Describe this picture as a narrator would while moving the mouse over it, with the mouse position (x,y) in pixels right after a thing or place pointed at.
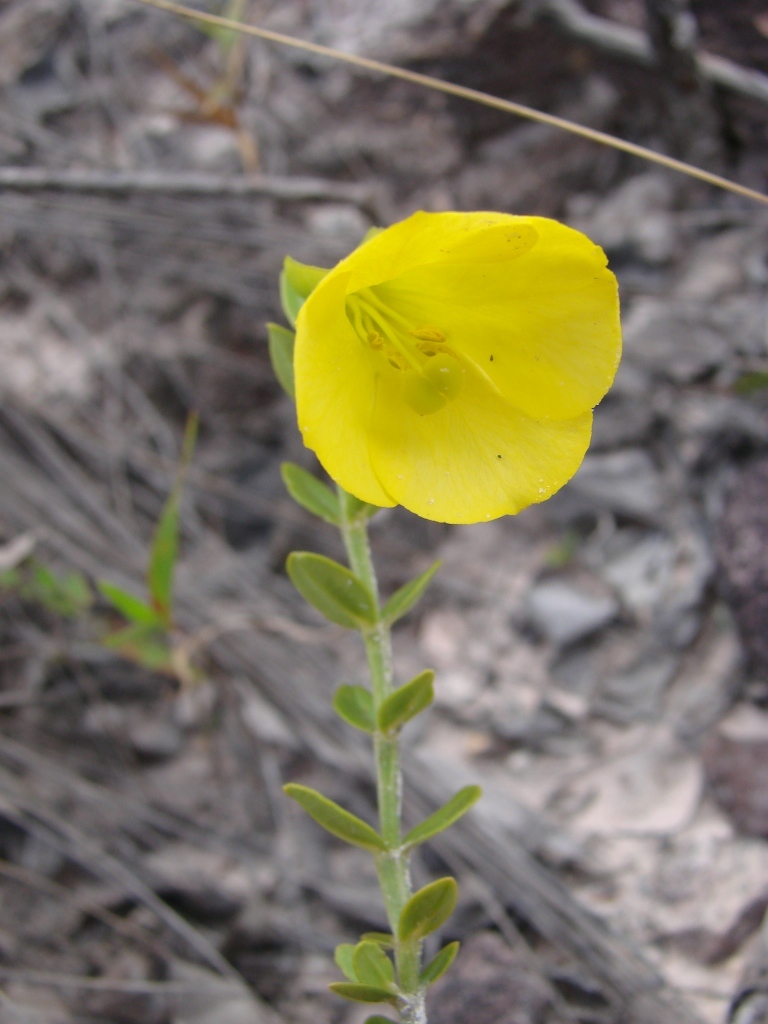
In this picture there is a flower (478,398) to a plant (381,662) and it is in yellow in color and the background (294,691) is in black and white.
